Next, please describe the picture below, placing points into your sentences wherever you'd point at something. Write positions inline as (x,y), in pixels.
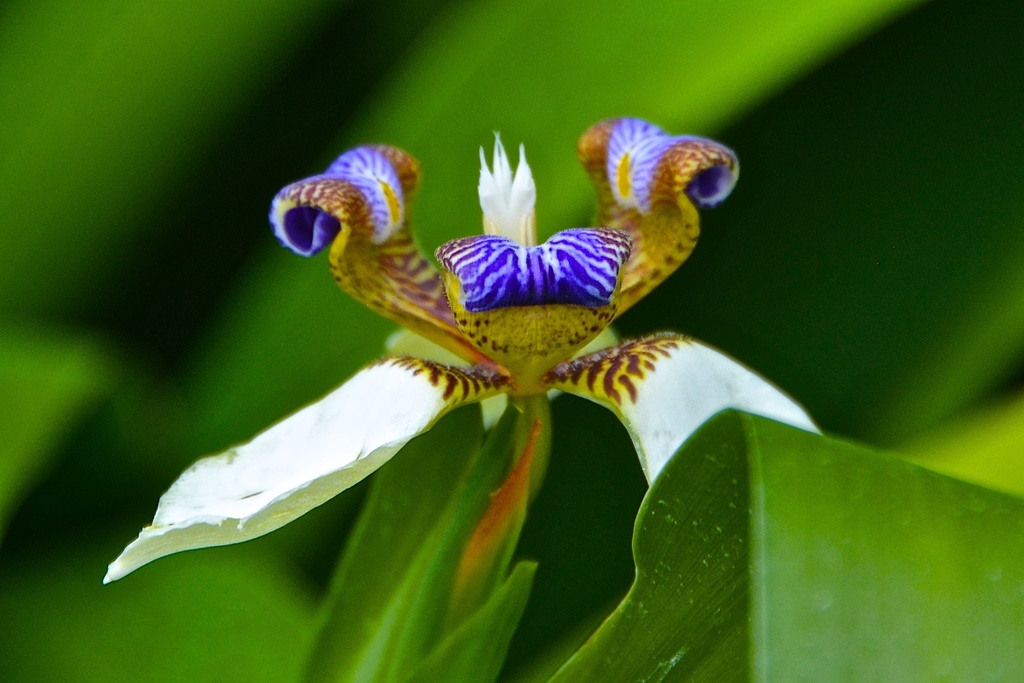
This picture shows a flower (587,285). It is white and blue in color and we see plants (45,328).
